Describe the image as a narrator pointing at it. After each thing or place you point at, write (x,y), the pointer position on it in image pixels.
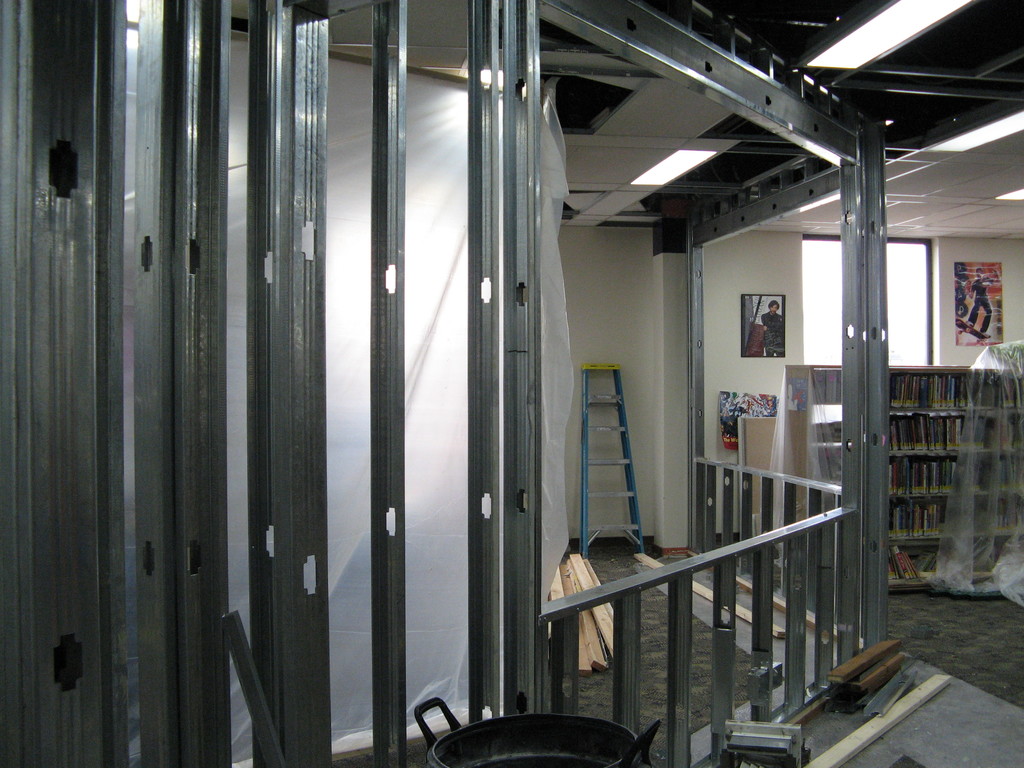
This image consists of a house (674,468) in which we can see the metal rods (700,477). At the bottom (572,756) there is a pan (617,762). On the right (902,496), there is a bookshelf (971,450) in which there are many books (936,422). In the background (737,277), there is a wall (951,267) on which there is a frame (749,351) and wall poster (992,289). And there is a window (812,296). And we can see ladder (608,400) near the wall (633,288).
